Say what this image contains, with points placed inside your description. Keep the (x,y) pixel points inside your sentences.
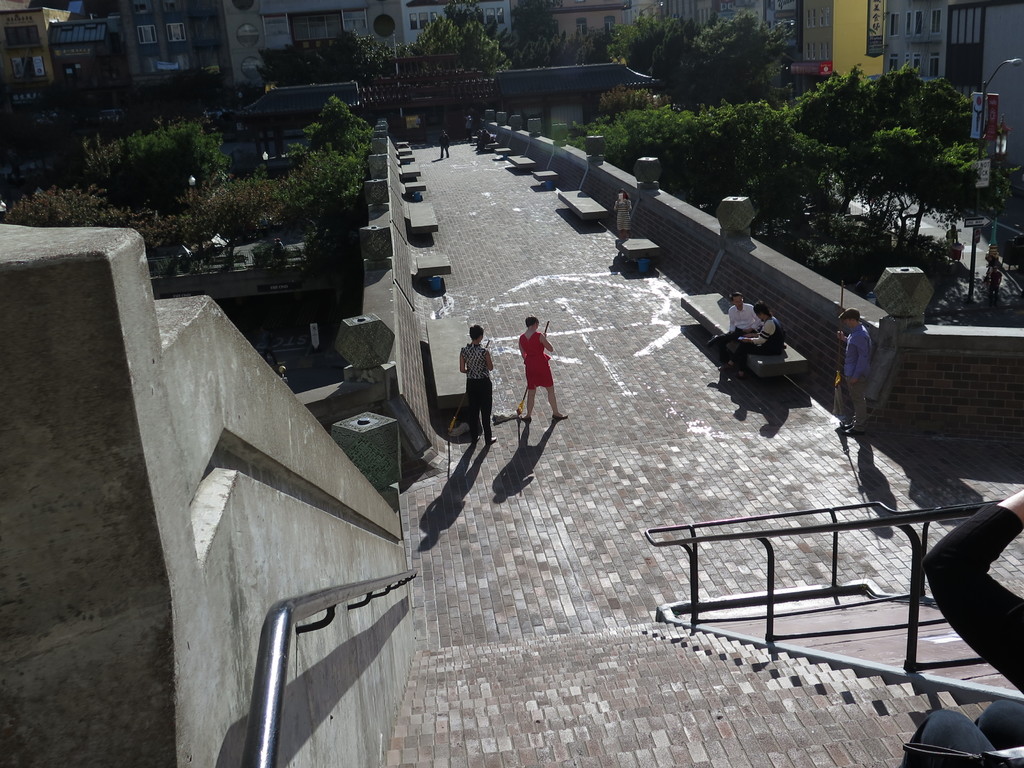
In this image we can see persons (447,135) standing on the floor (578,398) by holding broom sticks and persons (744,357) sitting on the benches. In the background (372,100) we can see buildings (509,113), street poles (985,120), street lights (1000,154), sign boards (971,226), trees (826,161) and staircase (638,737) with railings (800,528).
